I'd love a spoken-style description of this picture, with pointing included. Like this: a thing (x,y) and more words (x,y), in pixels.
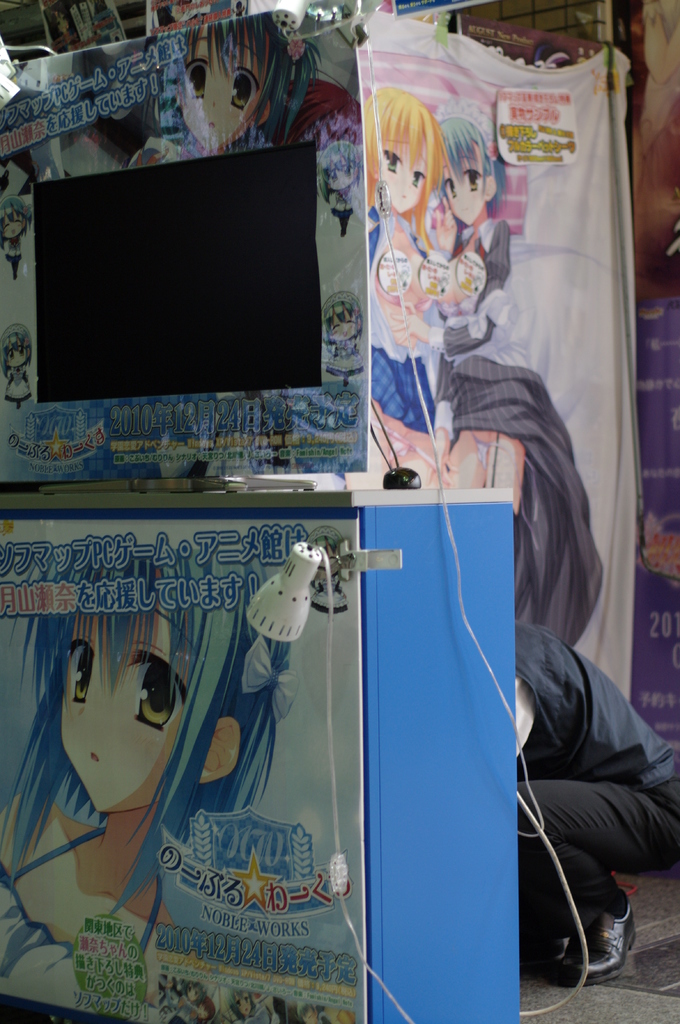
In this image I can see the banner (169,628). In the banner (465,296) I can see few cartoon pictures (448,257) and I can also see the person (558,799).
